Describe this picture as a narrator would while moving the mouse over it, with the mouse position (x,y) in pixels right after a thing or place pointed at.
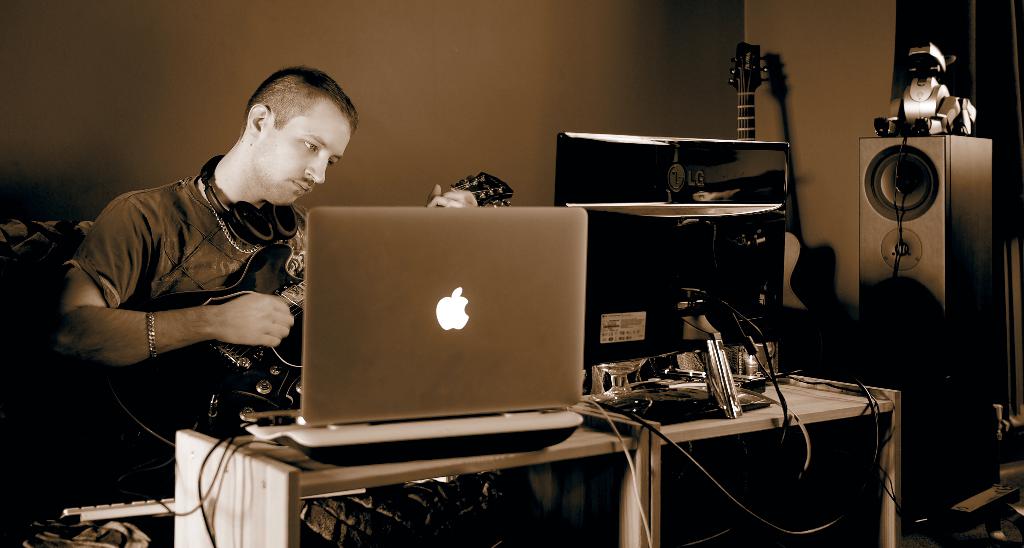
The person (195,255) is sitting in a sofa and playing guitar (293,304) in front of a table (582,438) which has a desktop (686,257) and a mac book (484,354) on it and there is a speaker (880,259) and a guitar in the right corner (886,177).
